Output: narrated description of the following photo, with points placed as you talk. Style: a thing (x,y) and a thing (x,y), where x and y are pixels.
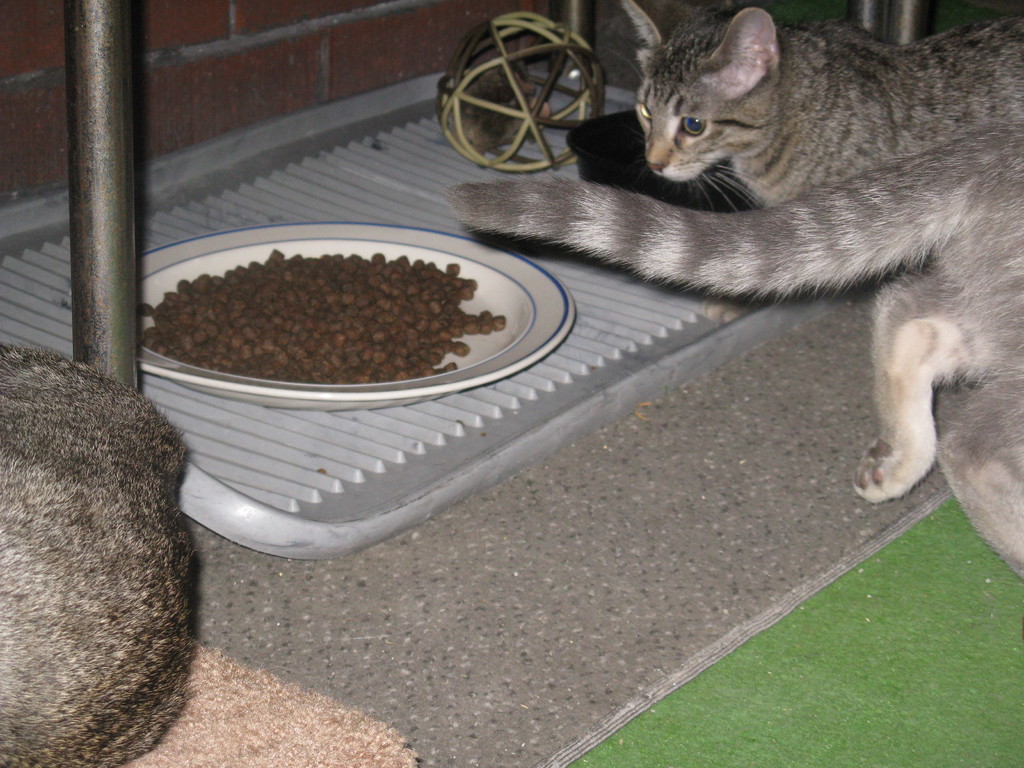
In this picture we can see a cat (904,441) sitting in front of a plate (550,287) with something (325,288) in it.
